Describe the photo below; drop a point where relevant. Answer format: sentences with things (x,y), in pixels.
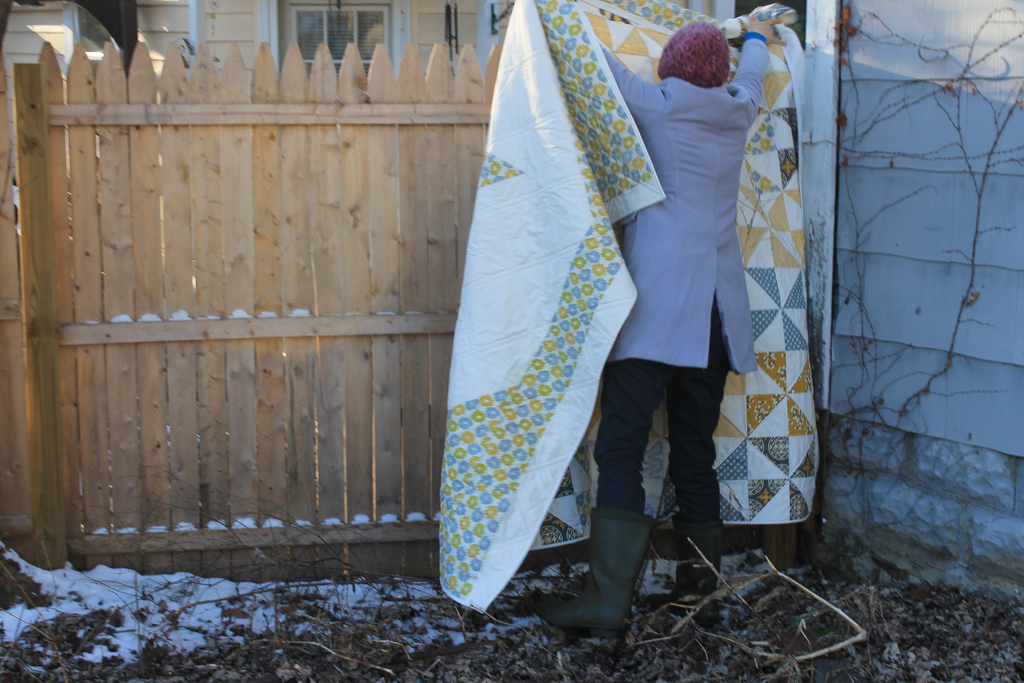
In this image we can see a person (689,199) wearing dress (708,295) and cap (694,81) is holding a cloth (575,301) in his hand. In the background (444,296), we can see a fence (458,273) and a building (130,16).
